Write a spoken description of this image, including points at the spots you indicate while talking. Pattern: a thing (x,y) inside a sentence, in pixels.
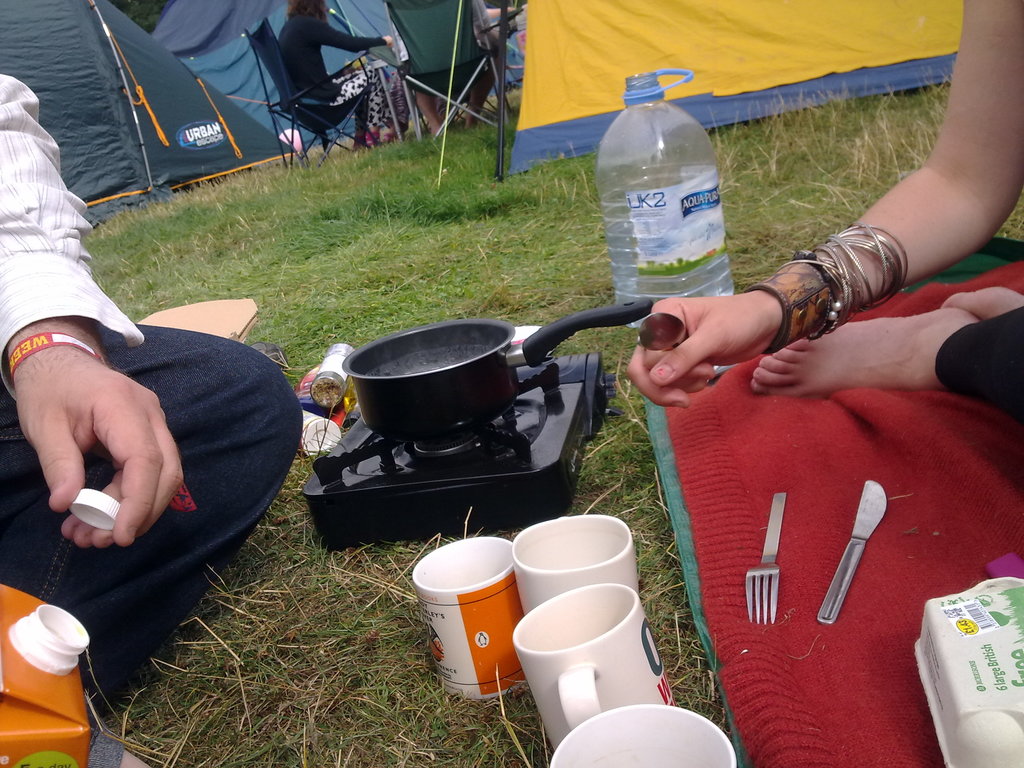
This picture is clicked at outside. On the right (957,180) there is a woman (932,188) she is holding a spoon (664,340). On the left (99,416) there is a man (141,380) he wear shirt (86,223) and trouser (227,474). In the middle (526,373) there is a bottle (658,163), stove (453,474), cups (492,605), tent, chair (354,107) and grass (324,266).
